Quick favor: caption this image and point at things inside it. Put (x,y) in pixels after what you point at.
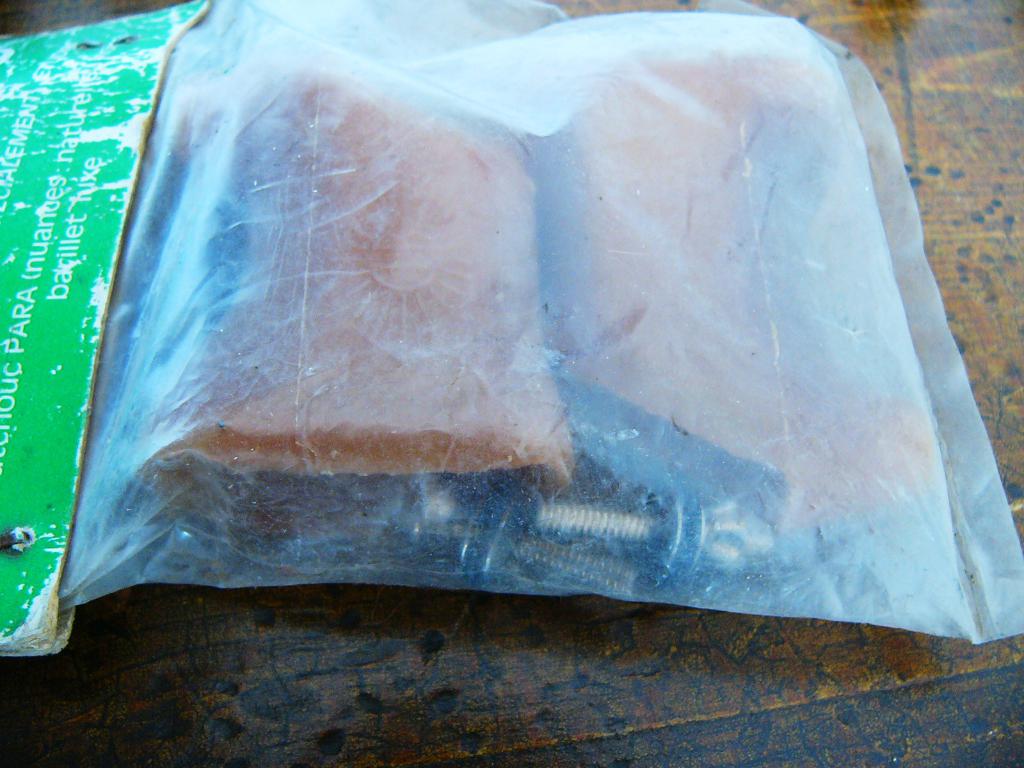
In this image we can see some things (566,525) which are packed in plastic cover (213,290) is on the wooden surface (132,4).
